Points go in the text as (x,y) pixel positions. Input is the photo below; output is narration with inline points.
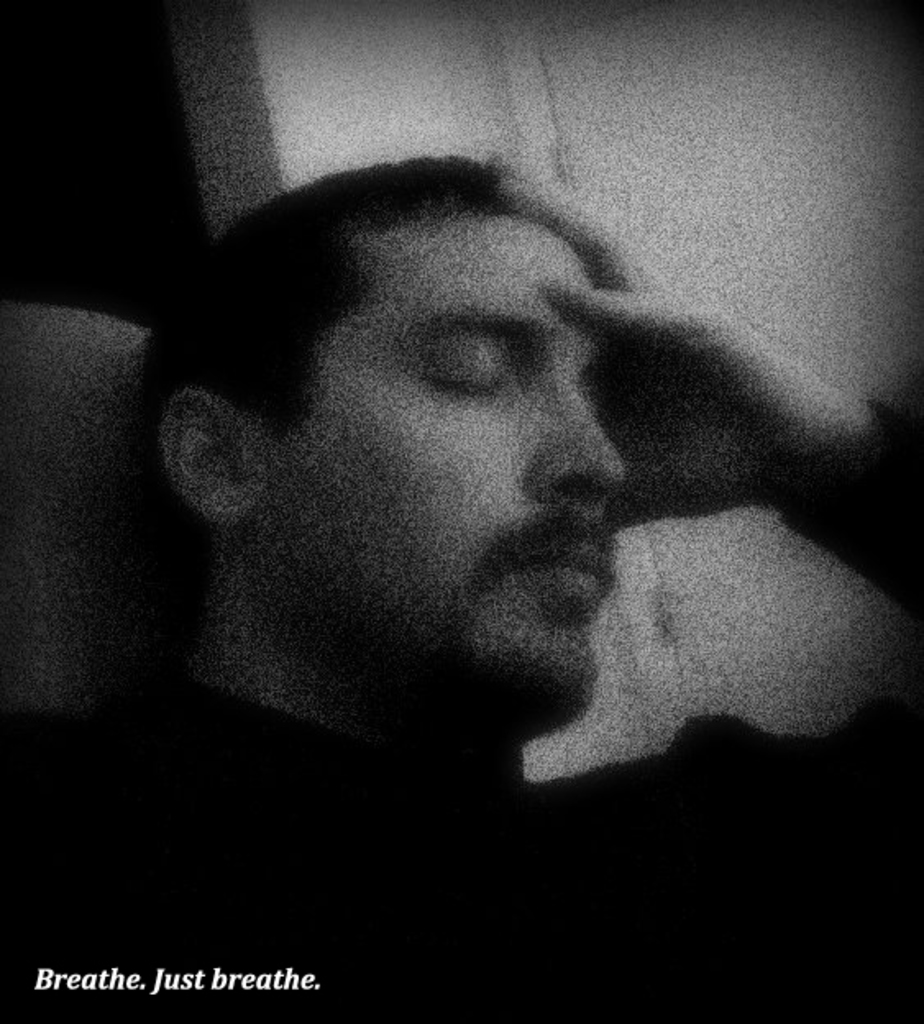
In this image I can observe a person (477,580) in the middle of the picture (552,534). The image is in black and white. In the bottom left hand corner (295,982) there is a text (210,971).
